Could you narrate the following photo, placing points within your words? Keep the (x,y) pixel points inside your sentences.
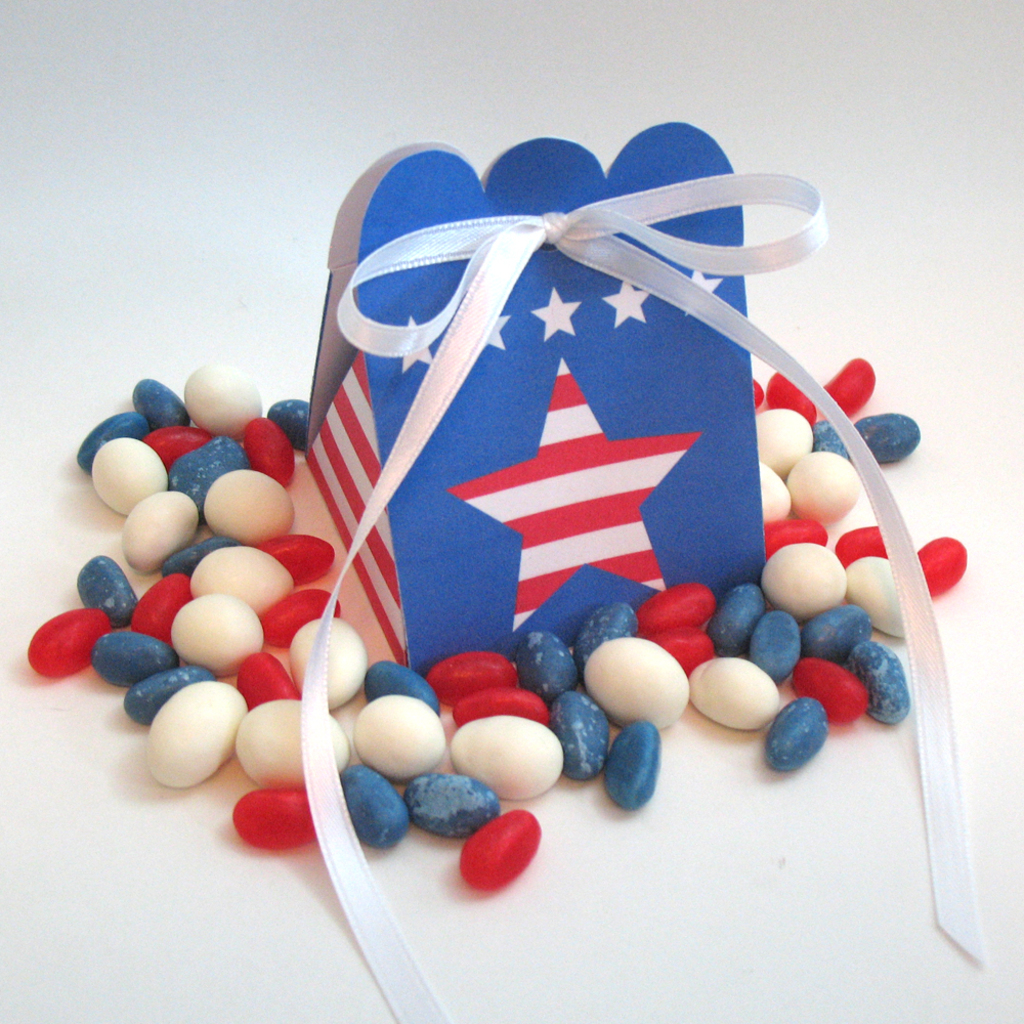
In the picture I can see jelly beans (392,762) and an object (557,498) on a white color surface (449,761). This object (424,482) has a white color ribbon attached to it.
